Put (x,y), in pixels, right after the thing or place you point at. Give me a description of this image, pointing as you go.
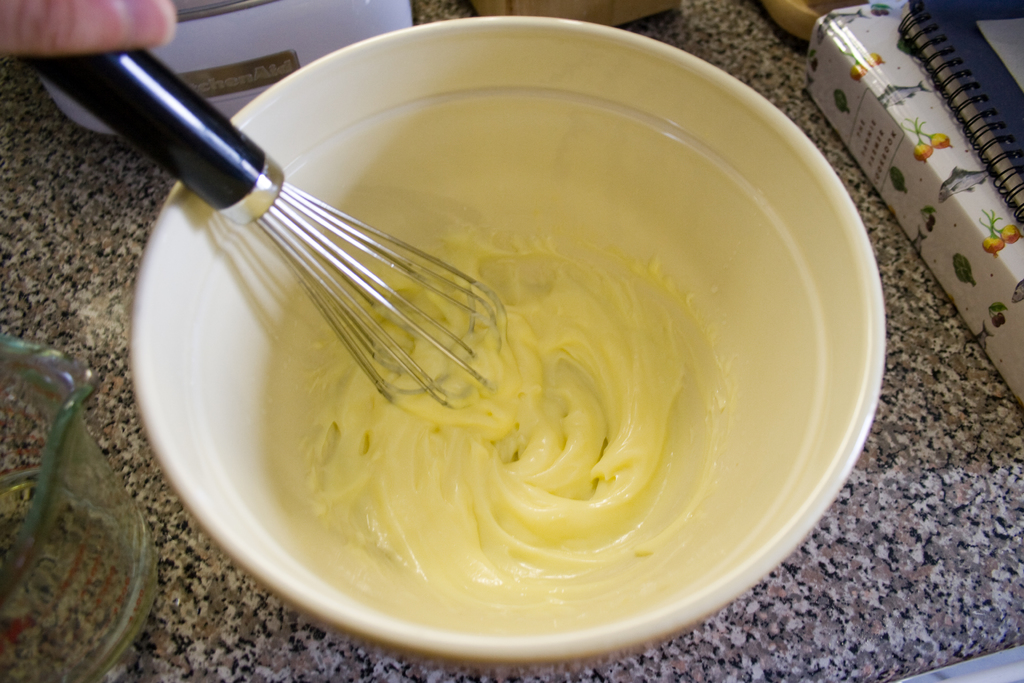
In this image there is a creamy substance (617,392) in the bowl (316,550) and we can see the finger (19,7) of a person (18,23) holding whisk (236,181), which is in the bowl (232,224), beside the bowl (179,463) there is a jar (137,598) and on the other side there are books (946,200) and other objects (213,79) on the kitchen platform (746,612).
